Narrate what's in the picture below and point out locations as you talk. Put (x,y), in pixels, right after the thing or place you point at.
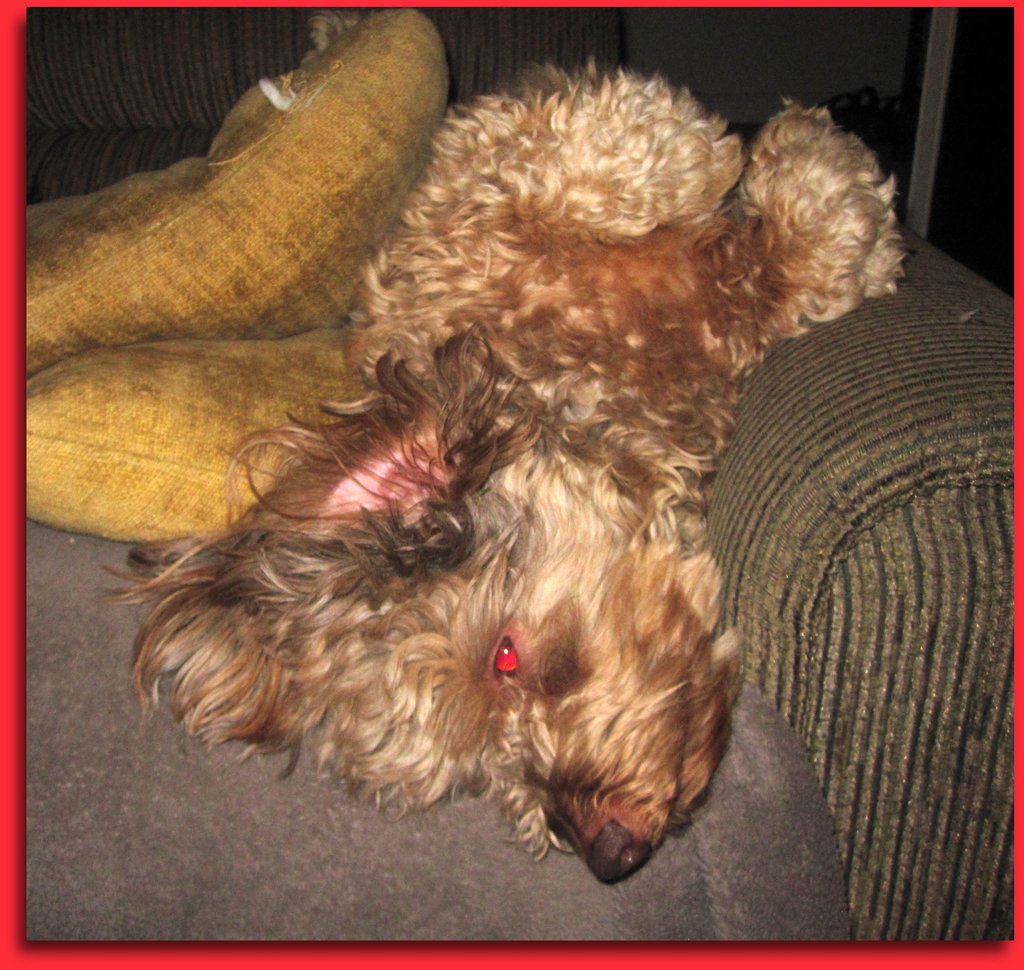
In the image we can see the poster (813,658), in the poster (783,638) we can see the couch (792,630), on the couch (722,564) we can see the pillows (251,192) and here it looks like a puppy (531,518).
